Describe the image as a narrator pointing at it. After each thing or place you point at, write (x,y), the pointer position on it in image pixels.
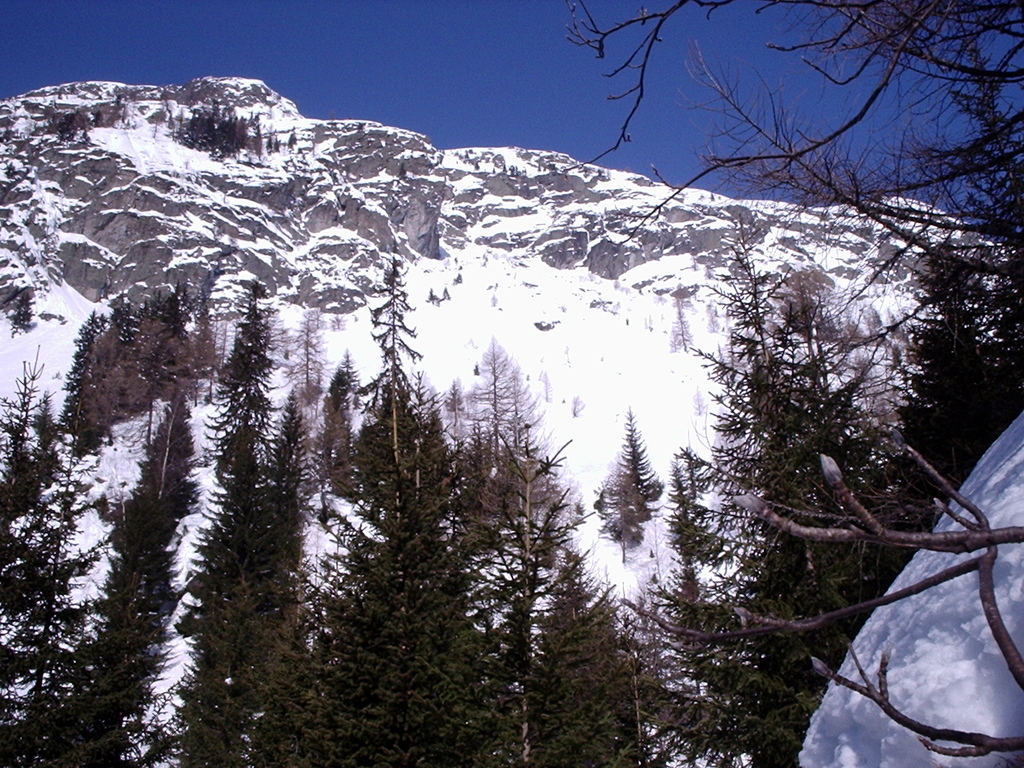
Here at the bottom (377,698) we can see trees (45,661), snow (128,490) on the mountain (441,251) and sky (697,7).
